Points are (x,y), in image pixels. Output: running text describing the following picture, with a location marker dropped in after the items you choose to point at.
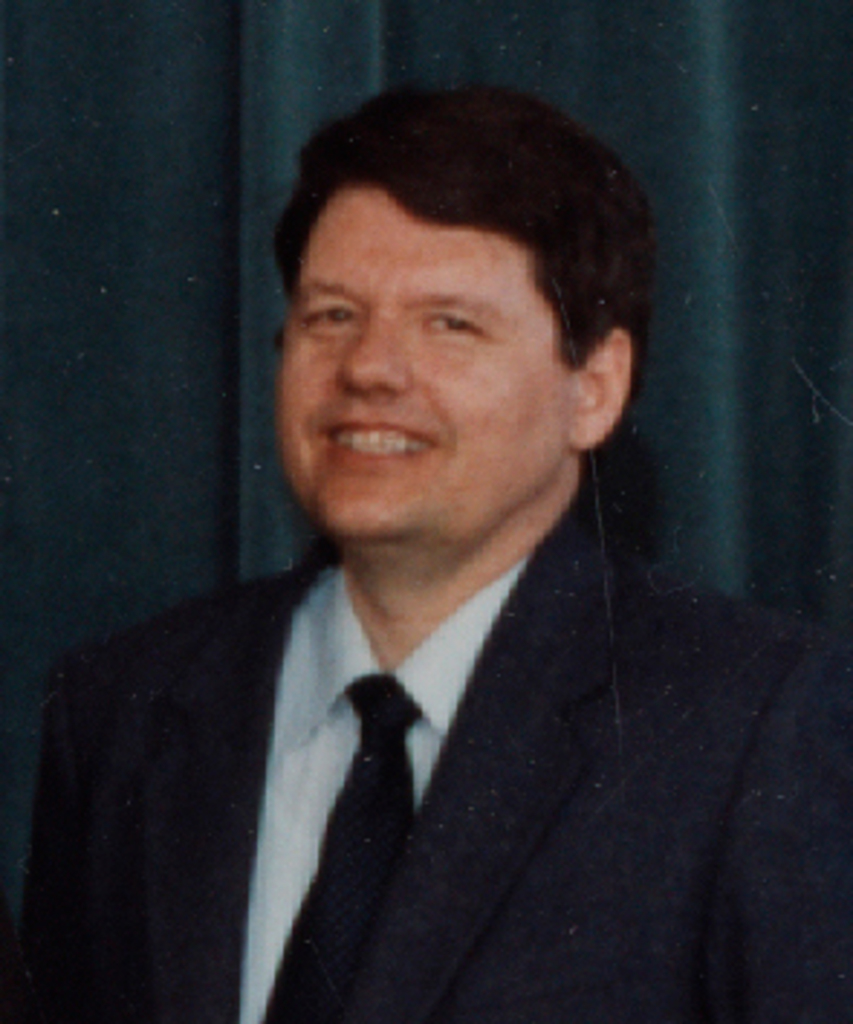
In this image I can see the person (395,937) is wearing black and white dress (253,782) and the tie (314,927) is in black color. Background (11,413) I can see the curtain (144,49).
